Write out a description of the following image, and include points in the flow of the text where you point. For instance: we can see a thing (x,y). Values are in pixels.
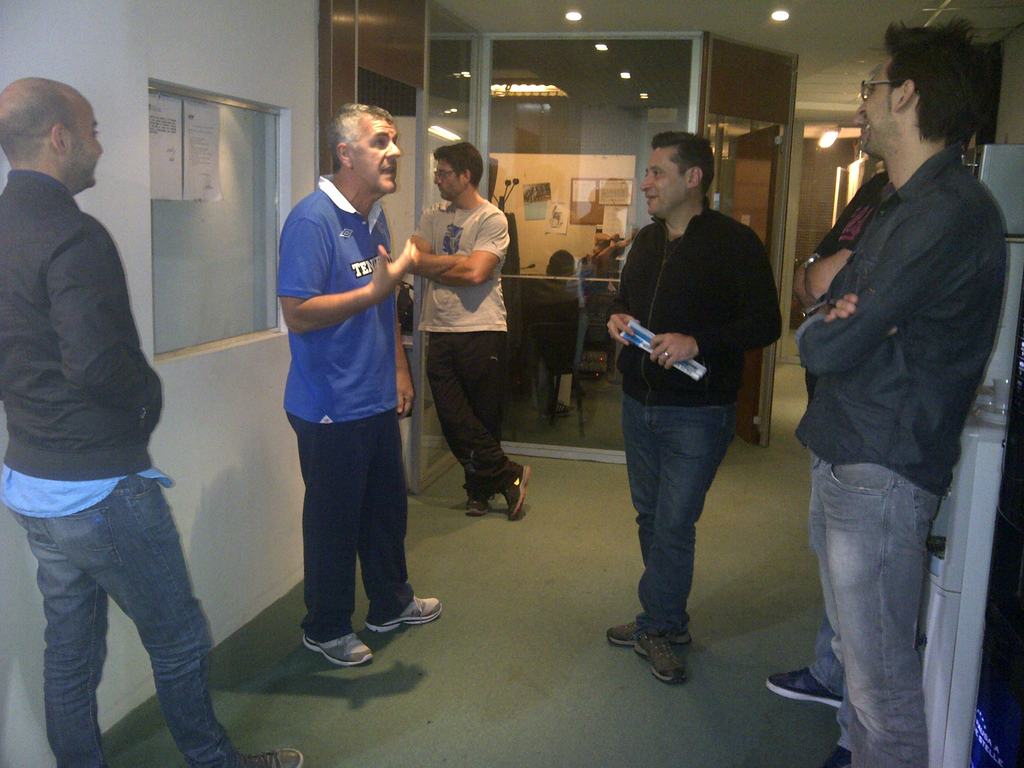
In the center of the image (455,368) there are people (372,298) standing. In the background of the image (671,63) there is a glass cabin (575,304). To the left side of the image (158,445) there is wall (224,486). At the bottom of the image (297,718) there is carpet (498,718). At the top of the image (862,17) there is ceiling (856,16) with lights (463,75).
